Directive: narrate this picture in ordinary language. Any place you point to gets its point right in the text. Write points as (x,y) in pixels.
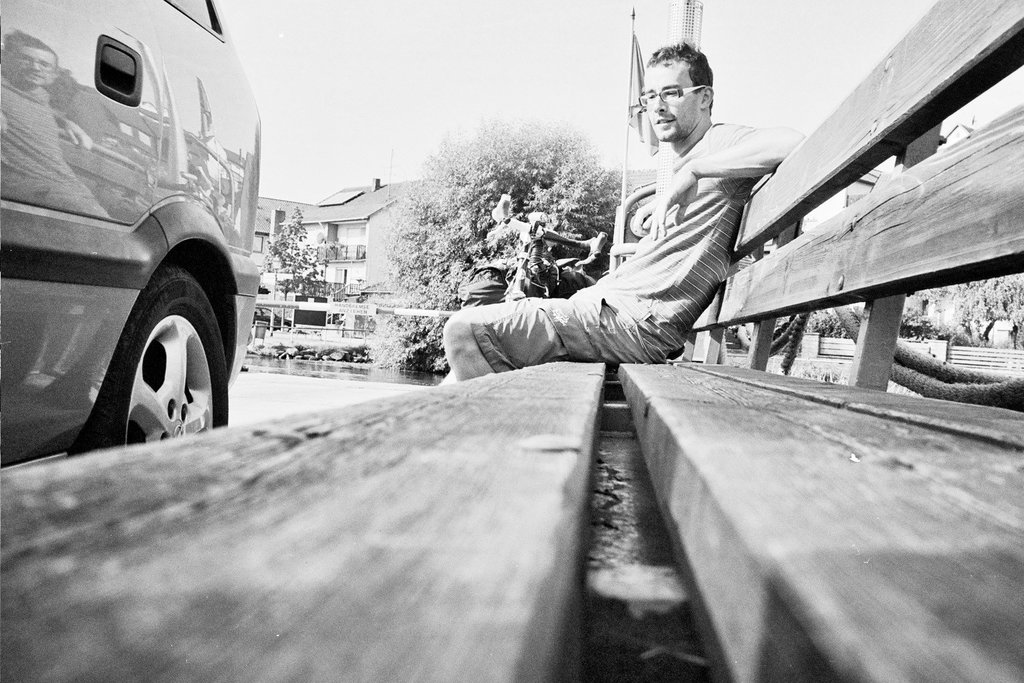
This picture is in black and white. Here, we see the man (665,223) who is wearing spectacles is sitting on the bench (482,429). Beside him, we see a tower (687,34) and a flag (638,78). In front of him, we see a car (203,273) is parked on the road (334,386). There are trees (425,285) and buildings (372,252) in the background (374,332). At the top of the picture (522,58), we see the sky (617,153). This picture is clicked outside the city.
